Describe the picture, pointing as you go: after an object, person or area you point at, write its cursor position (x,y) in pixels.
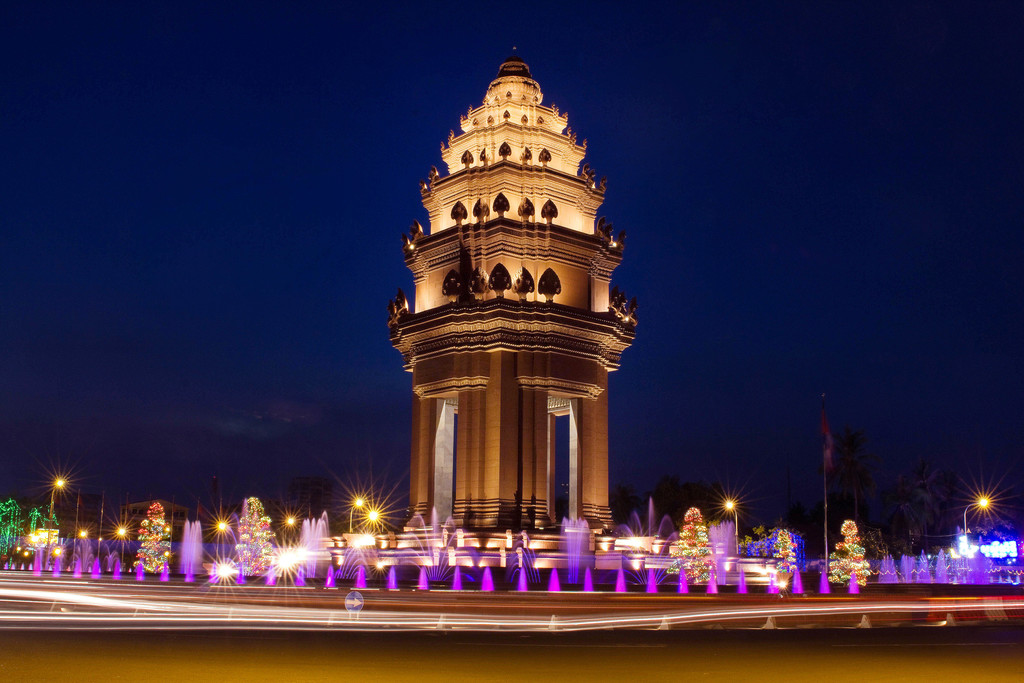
In the image we can see there is a building (506,380) and in front (572,548) there are fountains (580,531). Behind there are trees (11,562).
